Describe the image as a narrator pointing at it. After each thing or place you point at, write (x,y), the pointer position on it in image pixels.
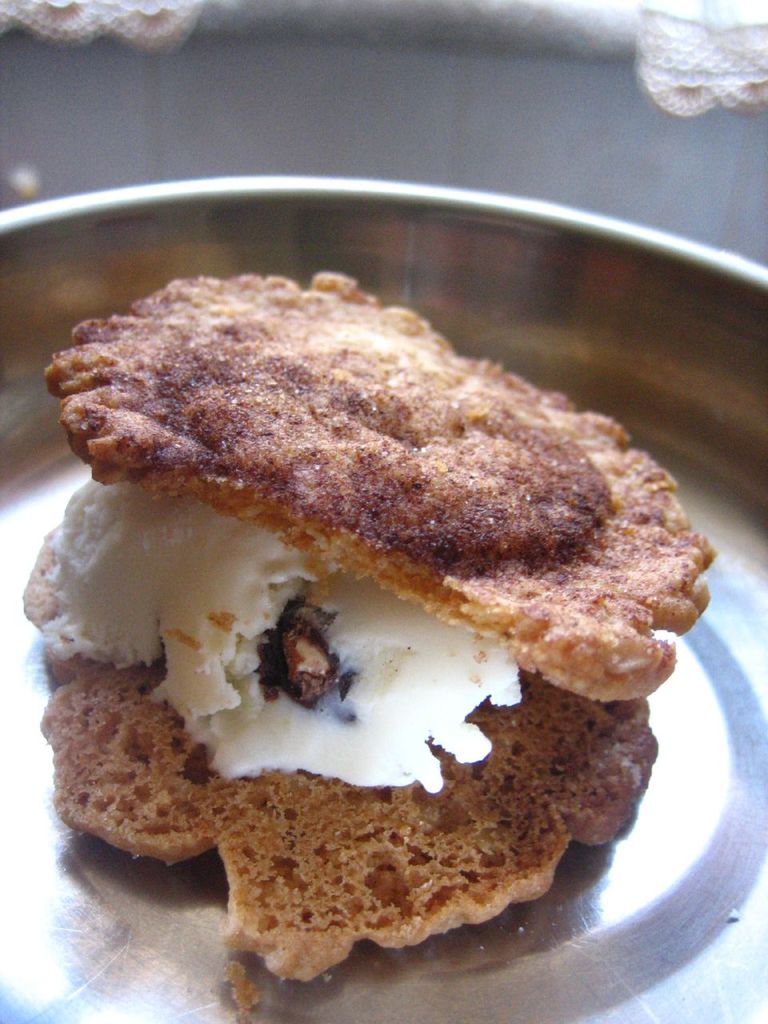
In this image we can see the food (346,912) on a plate (514,299).
